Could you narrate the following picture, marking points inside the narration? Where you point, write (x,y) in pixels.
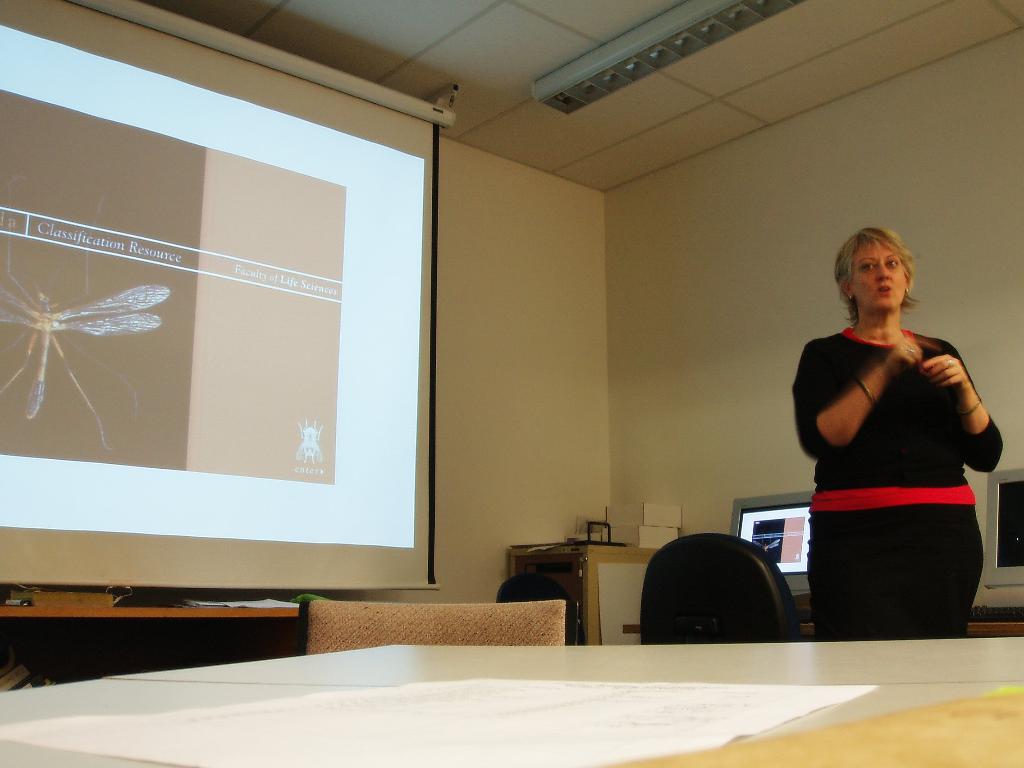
Here a woman (881,440) is standing at the table (627,648). In this room (166,427) there is a screen (123,426), wall (552,480), computers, chairs (451,633).
